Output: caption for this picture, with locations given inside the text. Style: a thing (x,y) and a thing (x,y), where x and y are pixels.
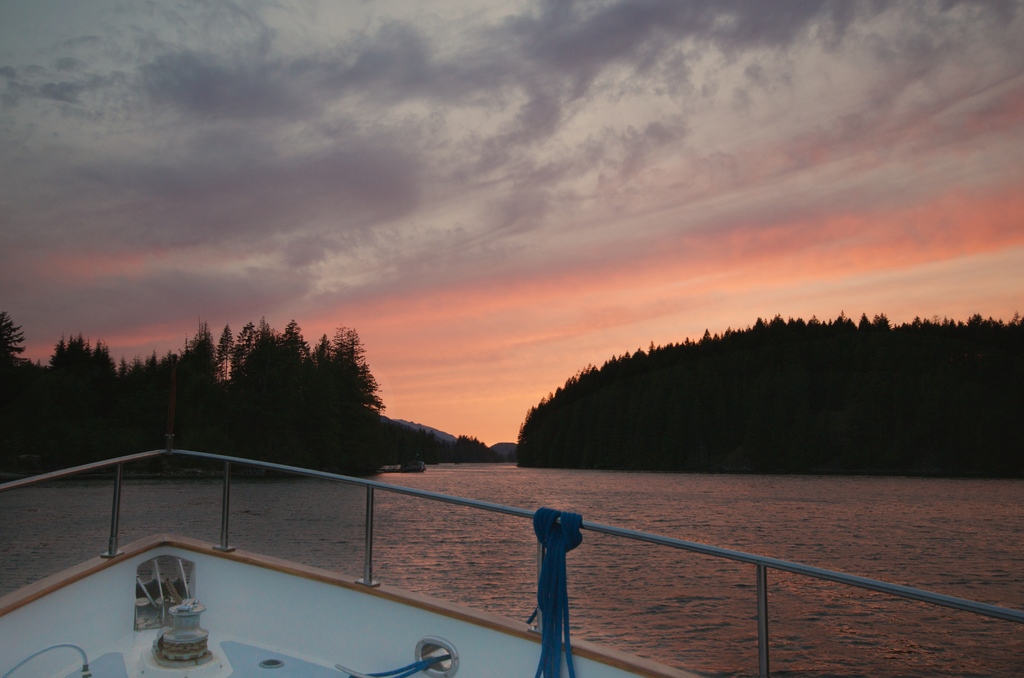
In this image we can see there is a ship (342,591) on the water (447,528) behind that there are so many trees (991,369) and mountains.
